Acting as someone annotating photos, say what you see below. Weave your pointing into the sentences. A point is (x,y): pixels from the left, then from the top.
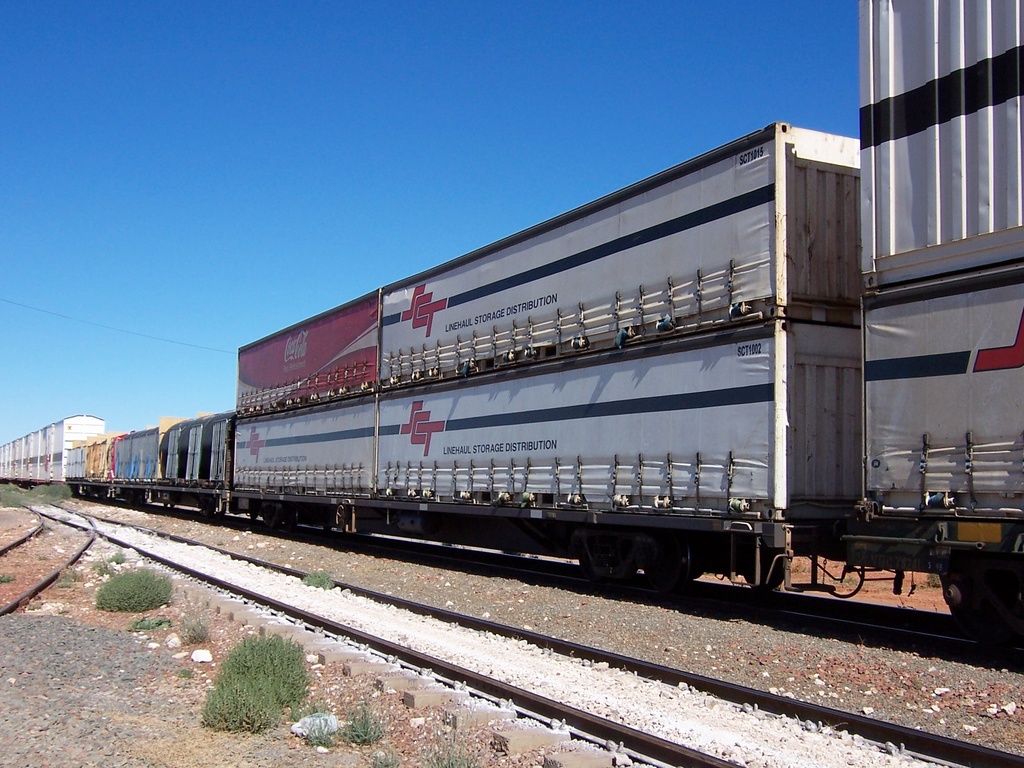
In the foreground of this image (263,665), there are few plants (194,632), stones (107,696) and the railway tracks (48,582). We can also see a goods carrier (670,448) on the track (807,598). At the top (377,142), there is the sky (363,140).
